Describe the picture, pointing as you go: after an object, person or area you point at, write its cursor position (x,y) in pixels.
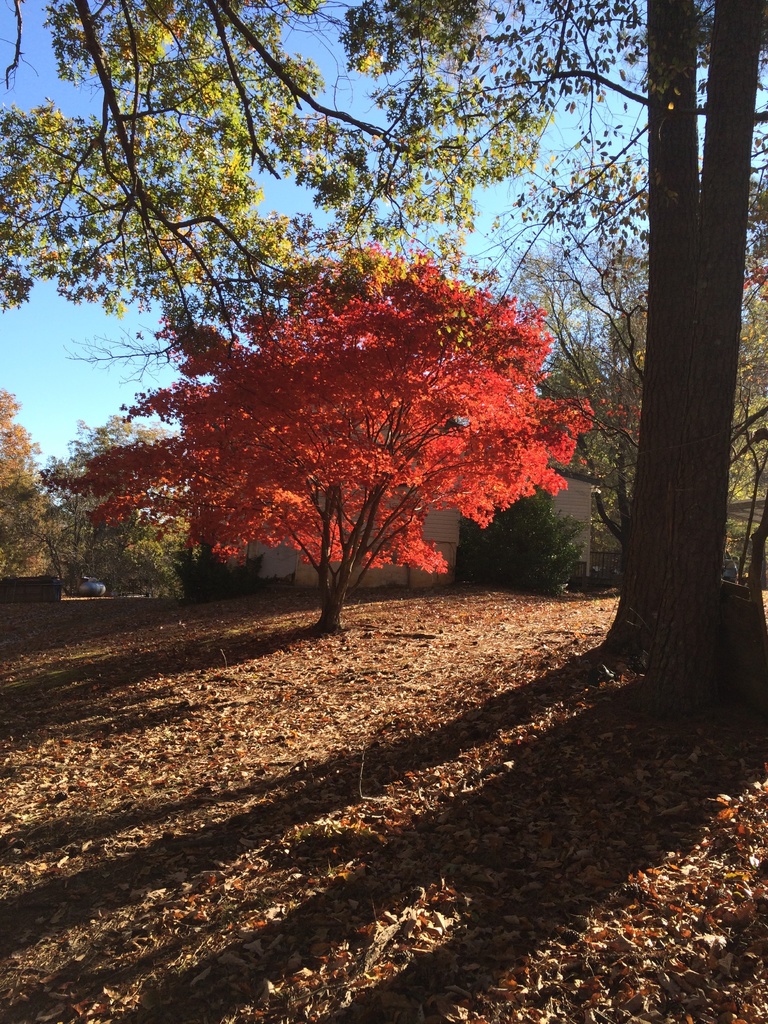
In this image, we can see so many trees (435,570), house (428,577), plants (182,570). Background there is a sky (159,339). At the bottom (519,1007), we can see dry leaves (300,906) on the ground (419,855).
